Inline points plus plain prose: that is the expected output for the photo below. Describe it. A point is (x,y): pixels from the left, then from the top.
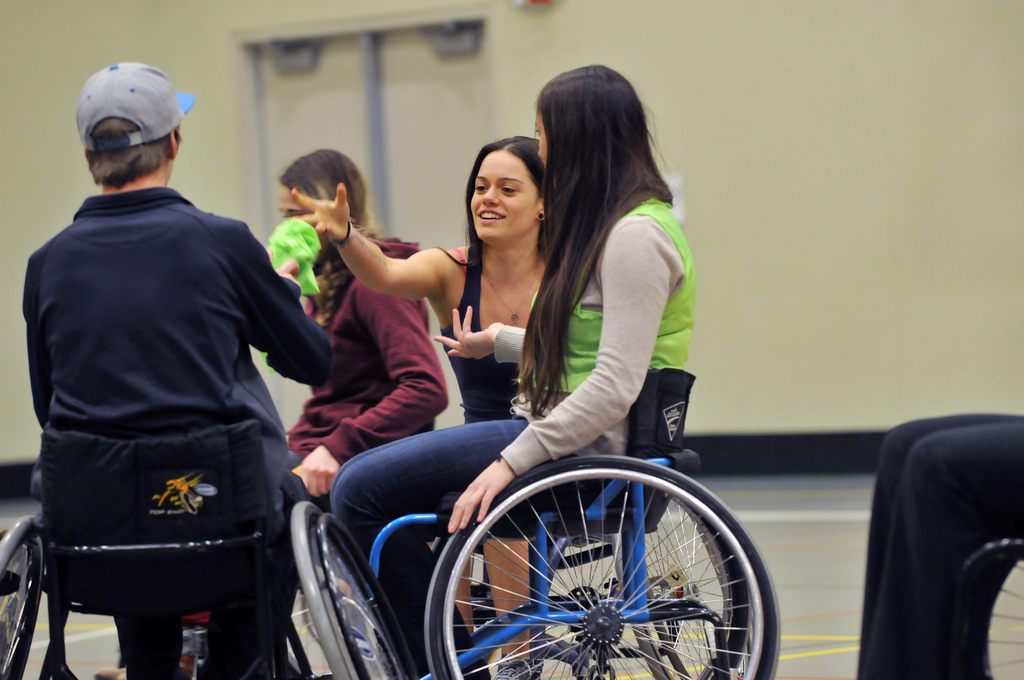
In this image I can see four persons (400,479) sitting on wheelchairs (552,519). In the bottom right corner (900,558) it looks like there is another person (942,578) on a wheelchair (976,579). And In the background (978,390) there is wall (208,205).
